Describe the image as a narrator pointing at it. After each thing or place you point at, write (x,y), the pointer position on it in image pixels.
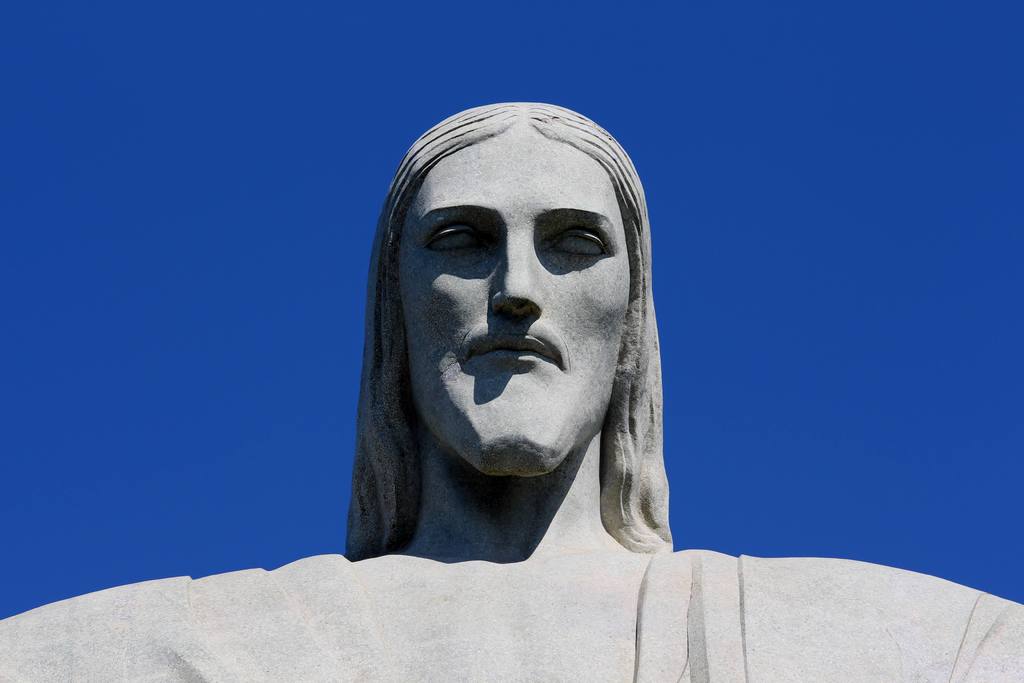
In this image there is a sculpture (401,453) of person (404,432).
